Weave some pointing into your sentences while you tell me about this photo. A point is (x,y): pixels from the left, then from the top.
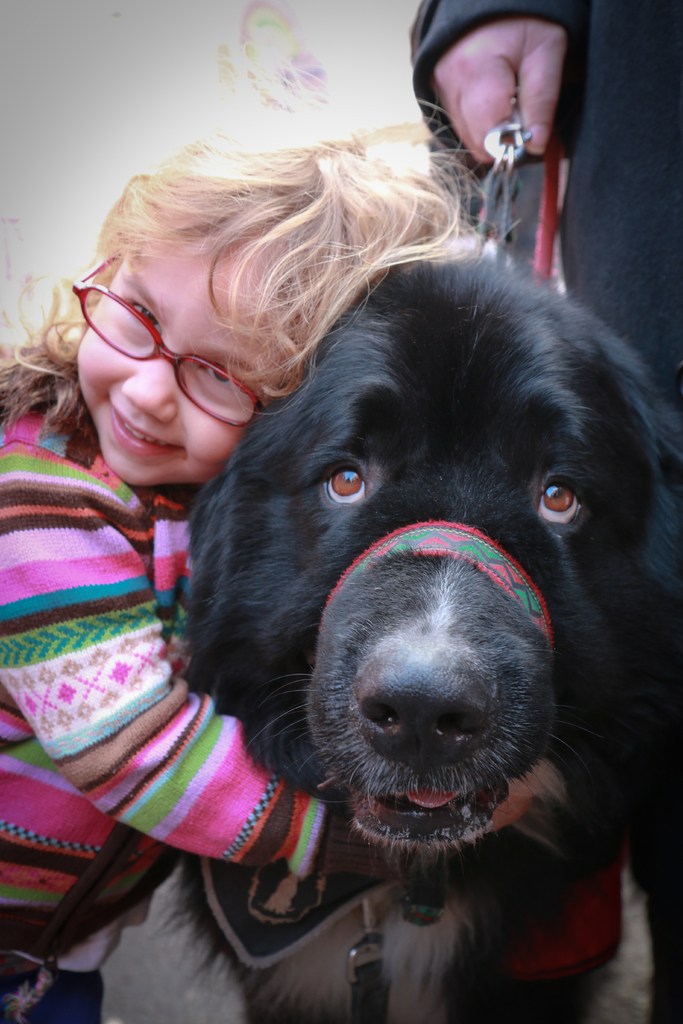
in this picture we can see a baby (91,618) standing by catching a dog (538,483) beside her we can see a person (554,112) holding a belt (554,188) of the dog (410,287).
